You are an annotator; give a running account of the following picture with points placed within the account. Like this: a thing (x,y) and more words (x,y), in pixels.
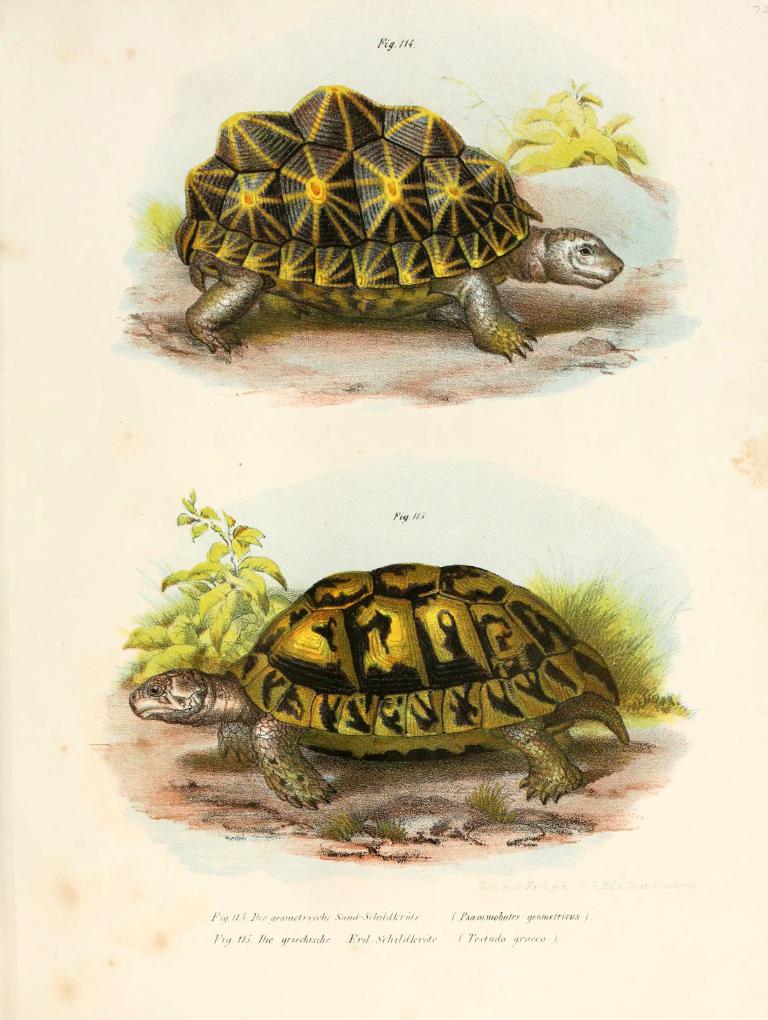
In this picture we can observe images (375,193) of tortoises (304,634) on the paper (189,470). We can observe two images (297,643). The tortoises (360,693) is in green and black color. We can observe some text (552,919) on the paper (220,903).
